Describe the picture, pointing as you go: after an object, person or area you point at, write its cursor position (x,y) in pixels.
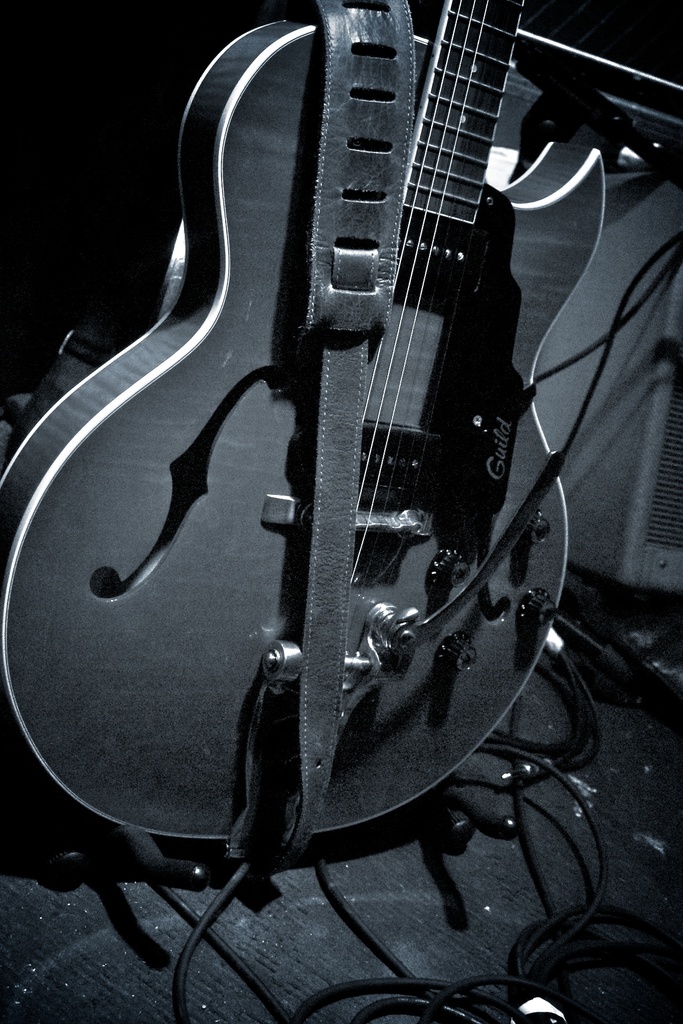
In the picture there is a guitar (446,771) and its strap (349,187). In the foreground (453,839) there are cables (384,947). On the right (682,552) there is another object (682,552).
